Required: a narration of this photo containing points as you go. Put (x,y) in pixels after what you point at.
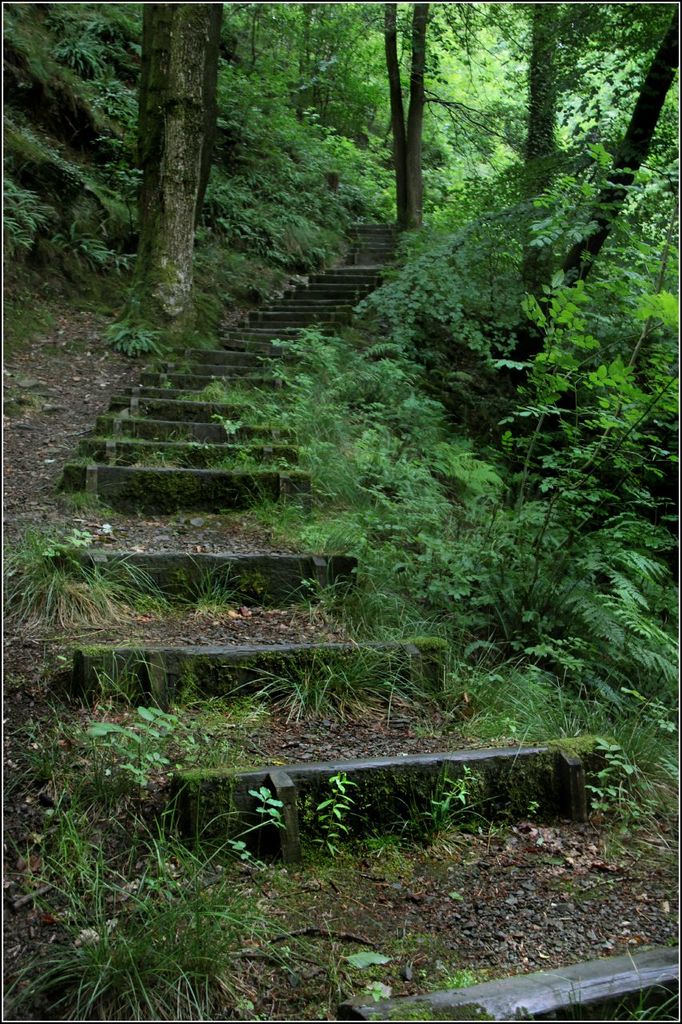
This picture might be taken from outside of the city. In this image, on the right side (575,124), we can see some trees (603,208) and plants (622,646). On the left side (185,183), we can also see some trees (184,212) and plants (133,941). In the middle of the image (241,494), we can see staircase (349,847).
